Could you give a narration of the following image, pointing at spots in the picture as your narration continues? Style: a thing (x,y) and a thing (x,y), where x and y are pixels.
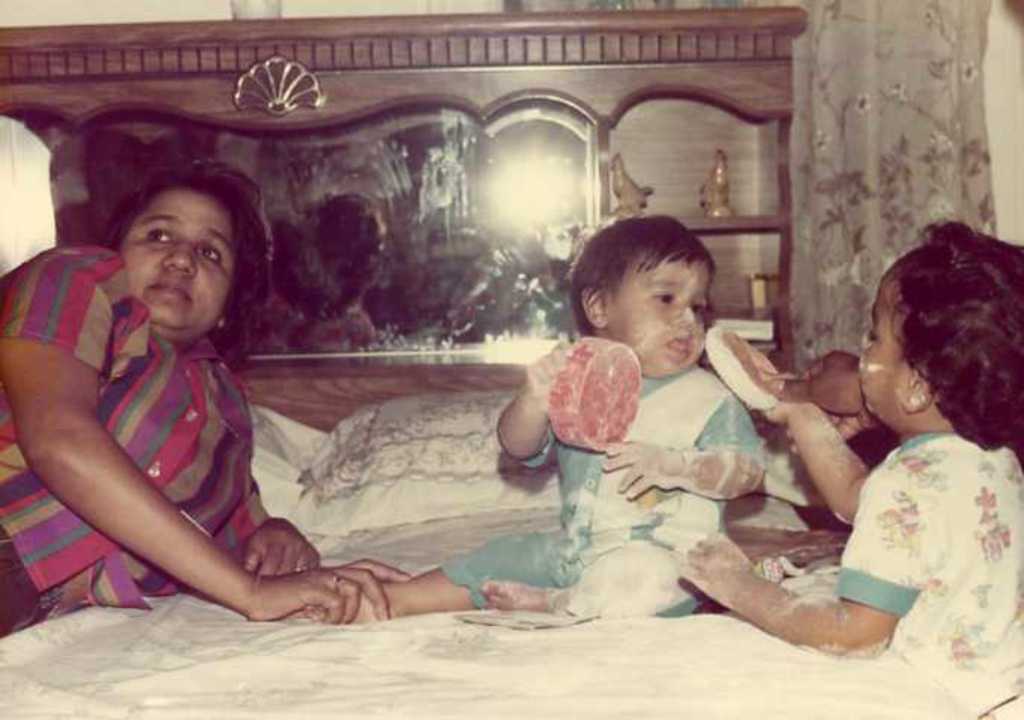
In this image we can see three persons (577,502) on the bed (554,501), there are pillows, two kids (597,334) are holding objects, there are toys (709,182) in the cupboards (710,138), also we can see the curtains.
